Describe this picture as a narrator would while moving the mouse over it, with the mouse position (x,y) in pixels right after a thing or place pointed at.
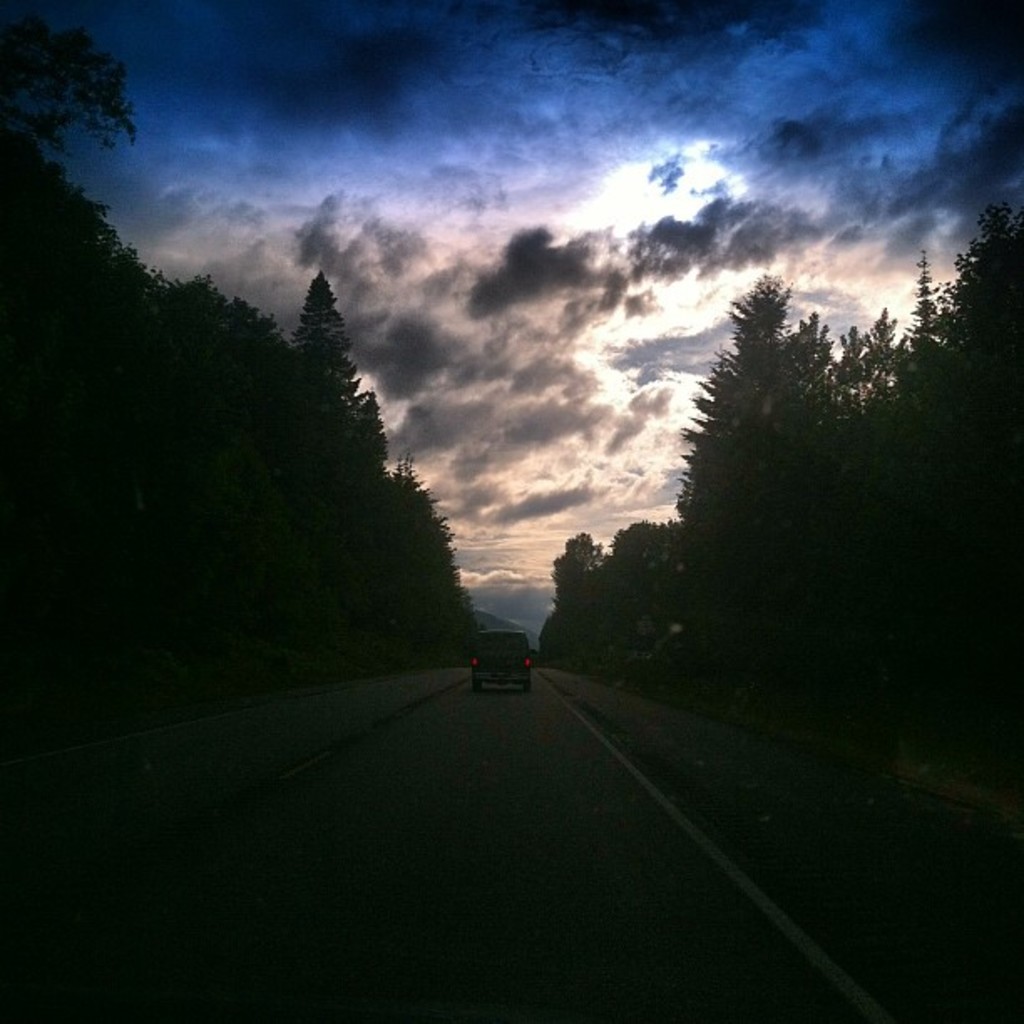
In the center of the image (498,664) there is a vehicle (504,653) on the road (473,742). On the right (756,605) and left side of the image (195,548) we can see trees (313,614). In the background (390,178) there are clouds (551,334) and sky (610,334).
